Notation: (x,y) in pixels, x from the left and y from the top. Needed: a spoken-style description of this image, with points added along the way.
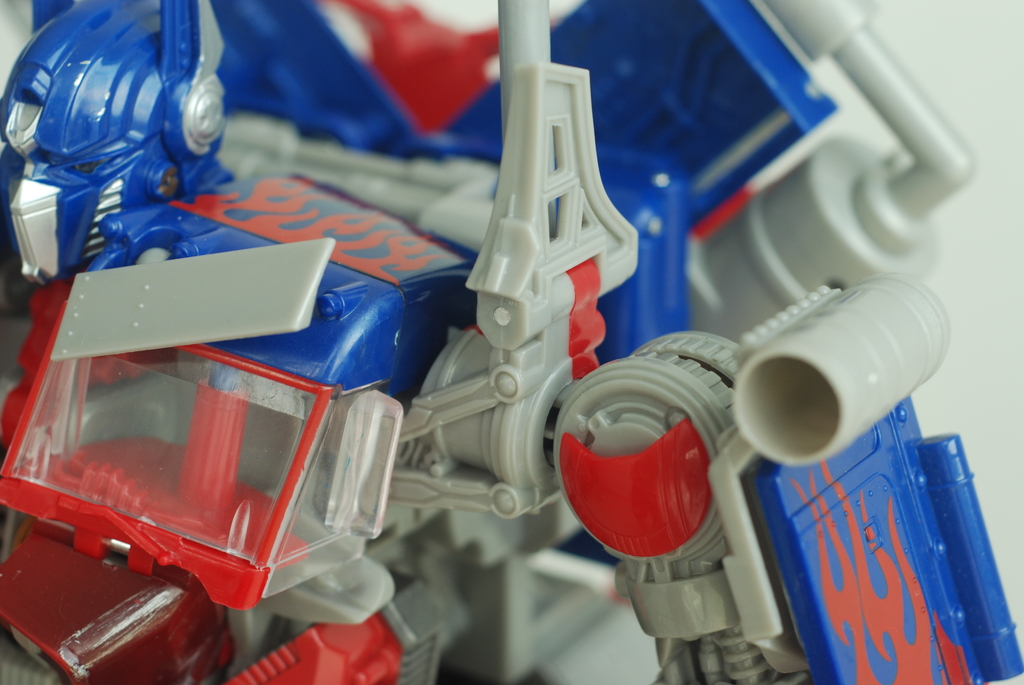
In this image we can see toys (640,427), and the background (1011,198) is blurred.
